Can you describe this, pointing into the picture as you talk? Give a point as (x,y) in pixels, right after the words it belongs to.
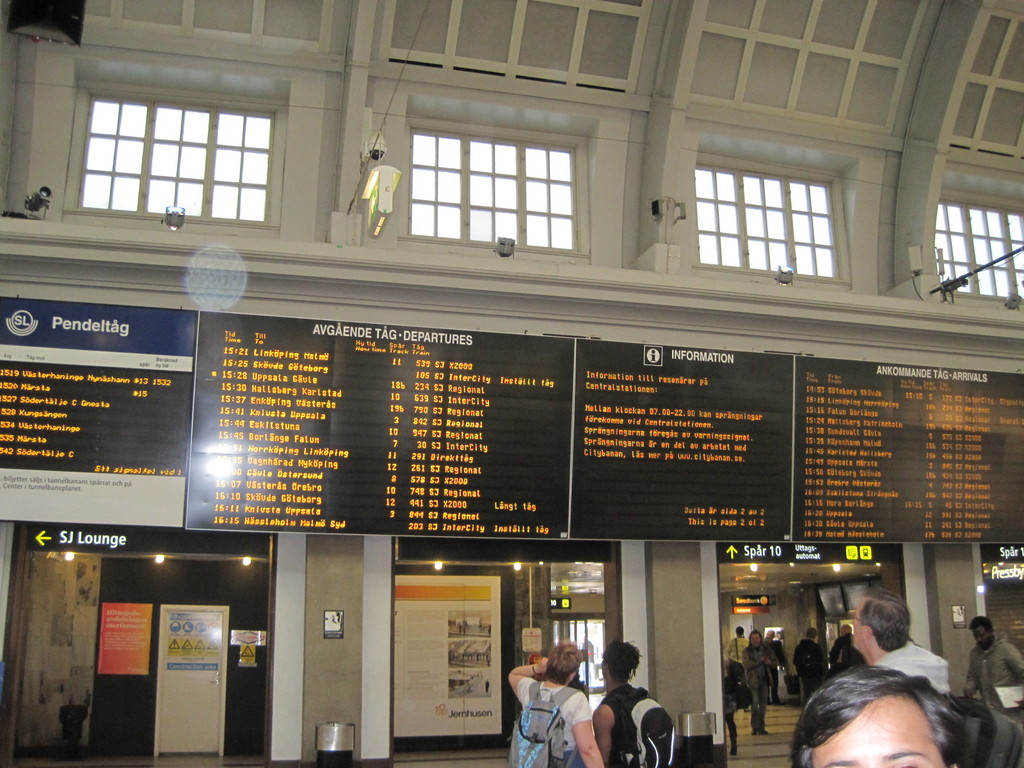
This image is taken in a train station (718,571). At the top of the image (617,60) there is a roof (791,79) and there are a few windows (209,203). There are a few CC- cams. In the middle of the image (494,405) there are many boards (225,492) with text (429,485) on them. There are a few walls (240,608) and pillars (652,600). A few people (825,699) are walking on the floor (741,728) and a few (636,726) are standing and there is a dustbin (352,743) on the floor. There is a poster (104,654) on the wall (136,689) and there is a door (201,691).
